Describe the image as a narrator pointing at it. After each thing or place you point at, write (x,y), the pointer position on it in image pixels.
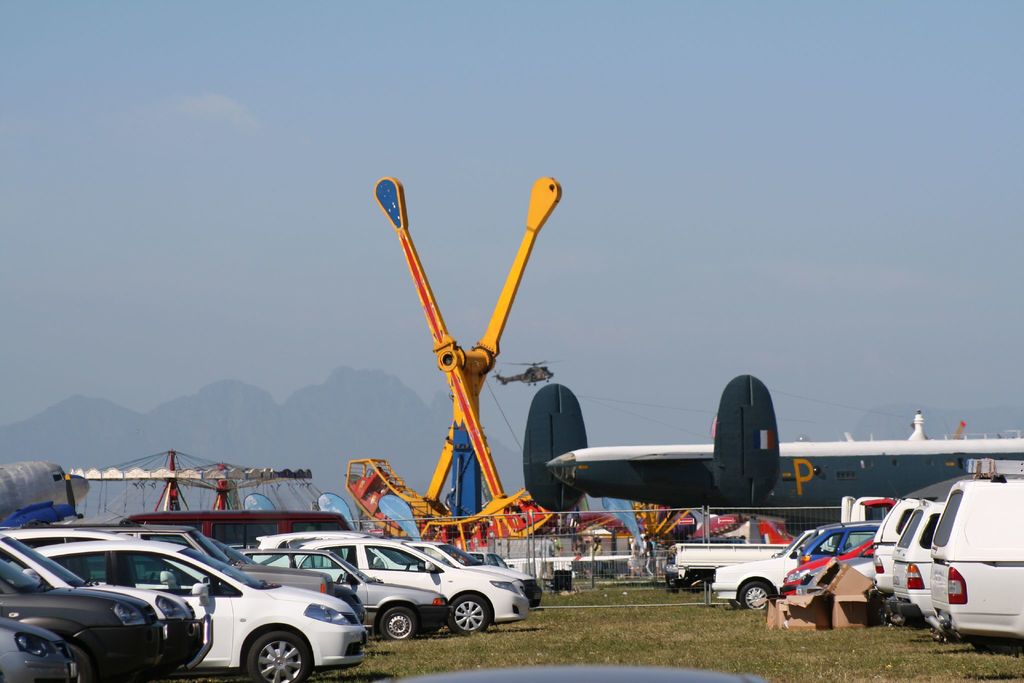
In this picture I can see few vehicles (840,554) on either side of this image. In the background (474,467) there is an amusement equipment (522,500) and a helicopter (531,378), I can see few hills (363,403), at the top (586,148) there is the sky (557,125).
